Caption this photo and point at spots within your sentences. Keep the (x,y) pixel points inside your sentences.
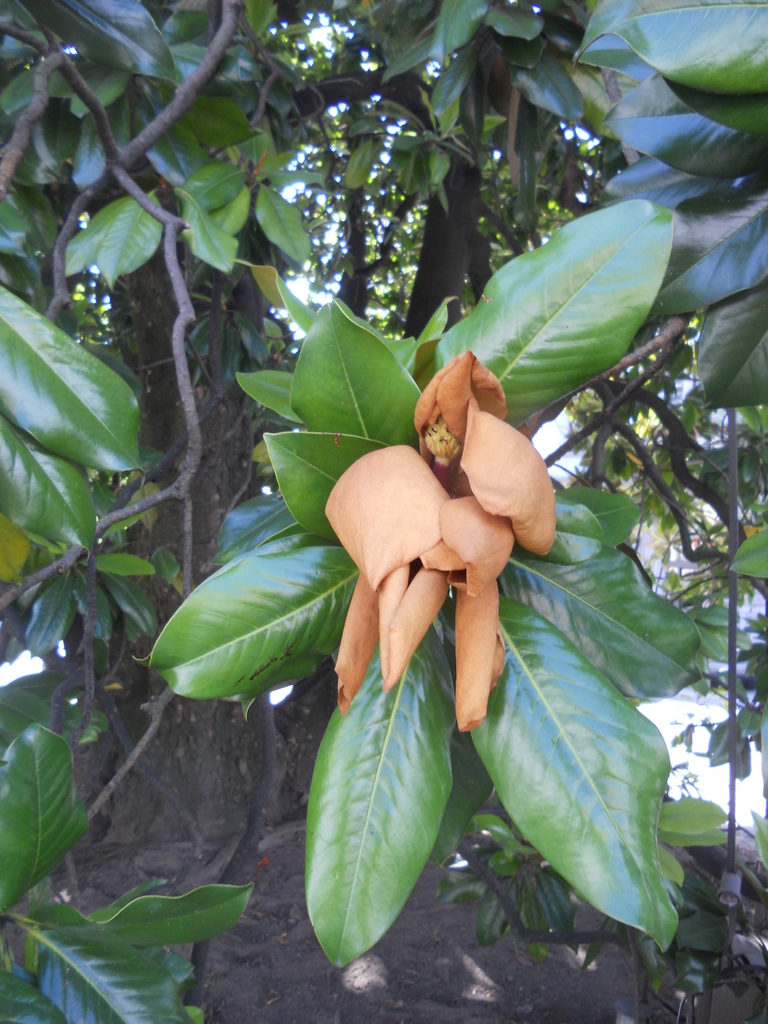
In the center of the image (334,428) we can see branches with leaves (371,425). In the background (360,267), we can see trees (350,170).
